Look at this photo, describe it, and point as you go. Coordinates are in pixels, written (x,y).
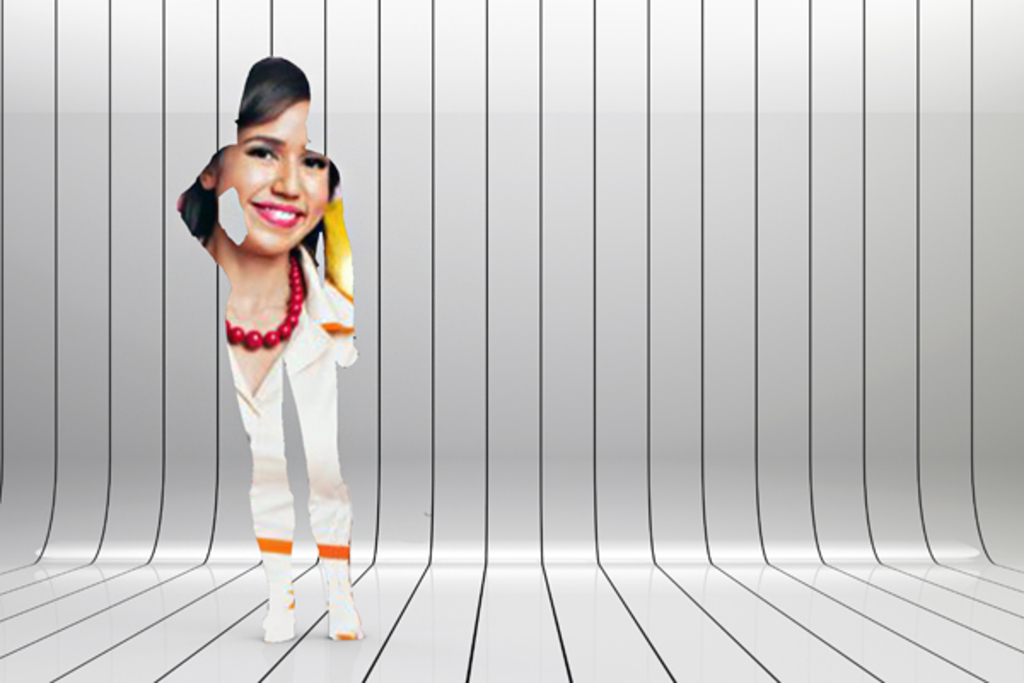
This is an edited image of a woman (304,196).
